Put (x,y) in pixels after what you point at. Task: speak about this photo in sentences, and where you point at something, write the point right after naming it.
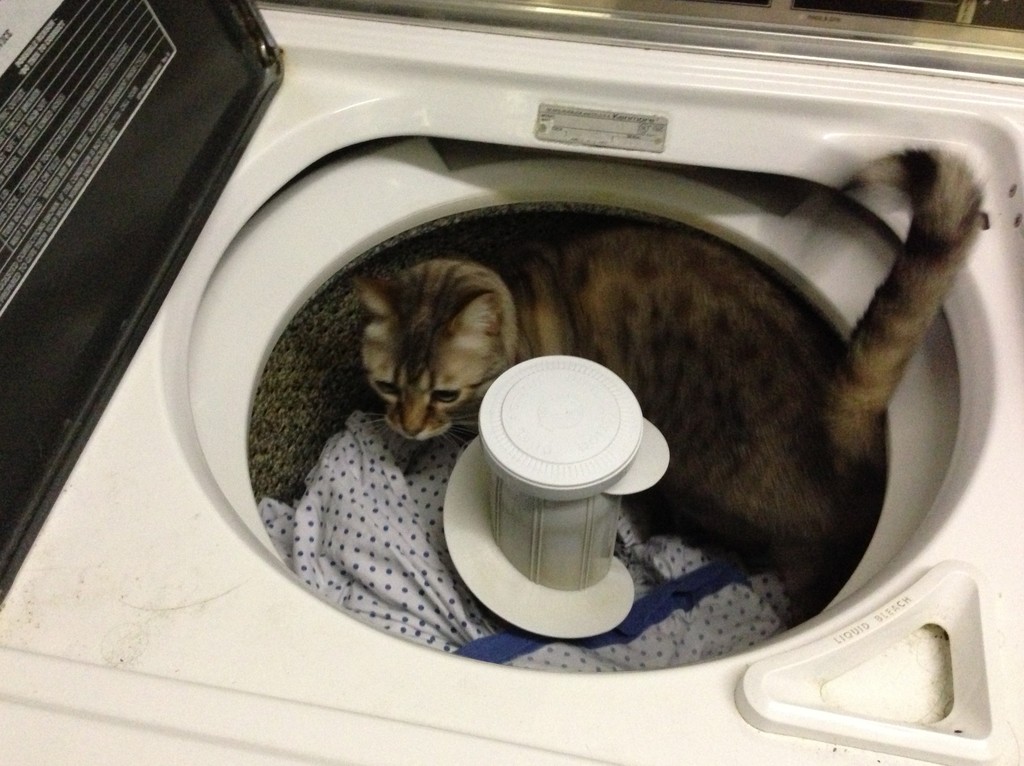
In this image we can see a cat (777,453) and cloth (428,568) in the washing machine (151,533).
